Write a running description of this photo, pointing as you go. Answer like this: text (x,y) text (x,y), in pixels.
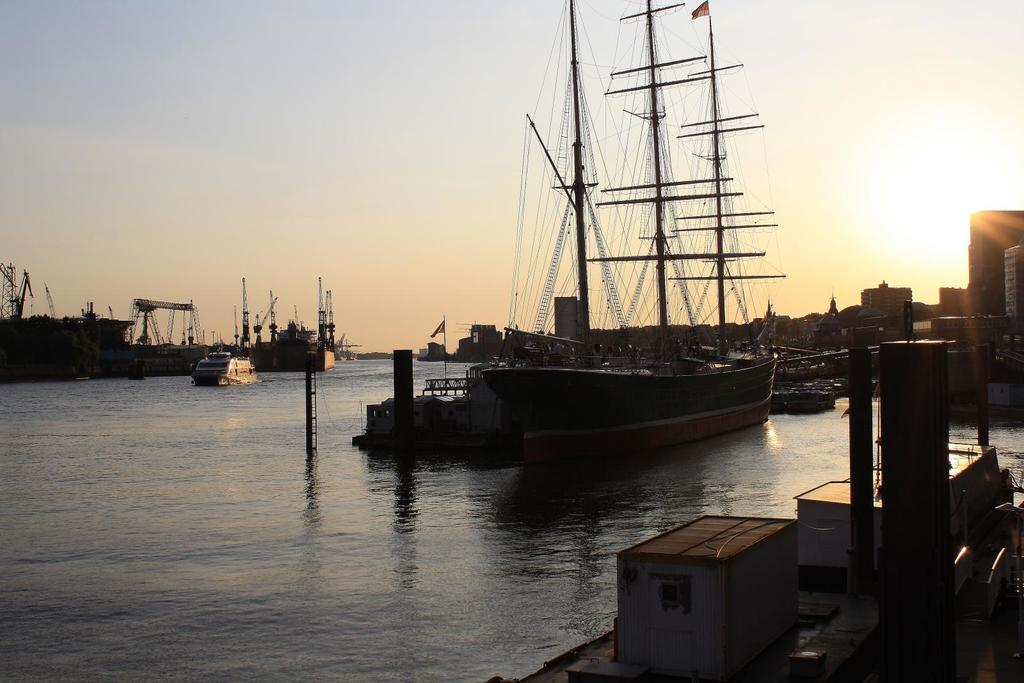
In the center of the image (674,310) there is a ship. At the bottom of the image (356,549) there is water (273,494). In the background of the image (293,371) there are ships (322,360). There is a flag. There are buildings (1011,295) at the right side of the image (1000,301).
